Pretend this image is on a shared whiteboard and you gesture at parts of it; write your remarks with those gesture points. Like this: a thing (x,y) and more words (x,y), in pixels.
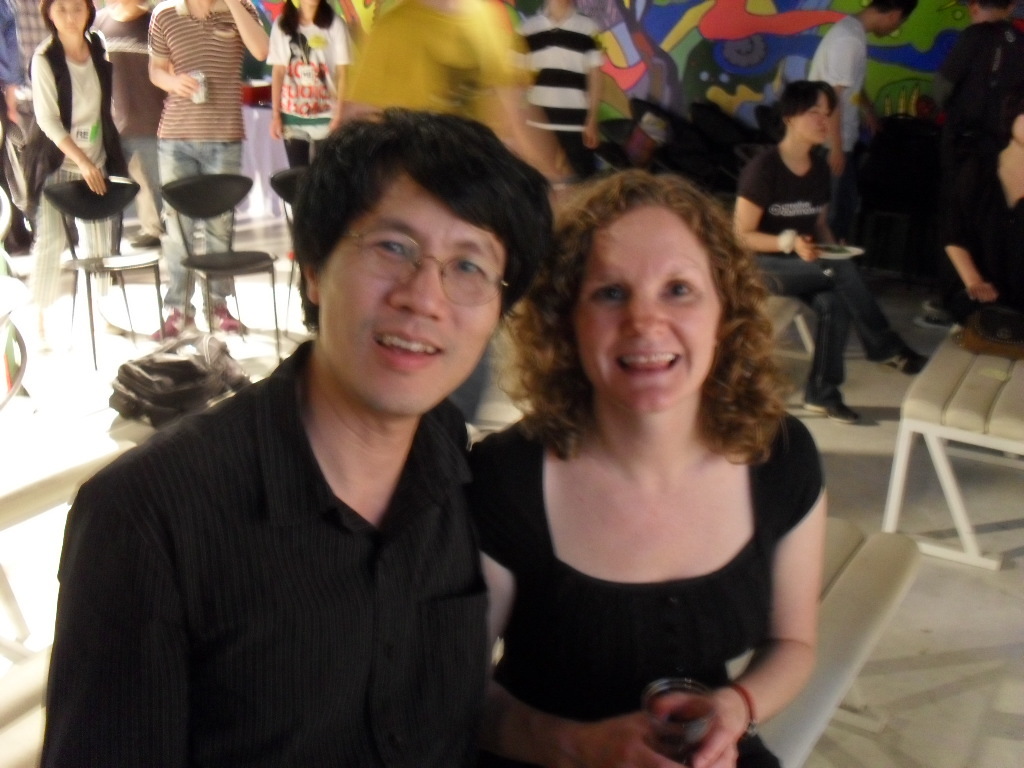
There are two persons (408,543) sitting on the bench (827,560). The man (344,700) on the left (326,557) is wearing a black shirt (432,533). He is wearing spectacles (463,284) on his face (483,287) and also he is smiling. The woman (746,490) next to him is wearing black dress (683,616). She is also smiling and she is holding a glass (672,734) in her hands (705,734). There are few people (85,55) in the background (103,116), few (792,114) are sitting and few (324,92) are standing. There are three chairs (119,201). We can see a wall (727,34) which is painted in the background (750,27).
